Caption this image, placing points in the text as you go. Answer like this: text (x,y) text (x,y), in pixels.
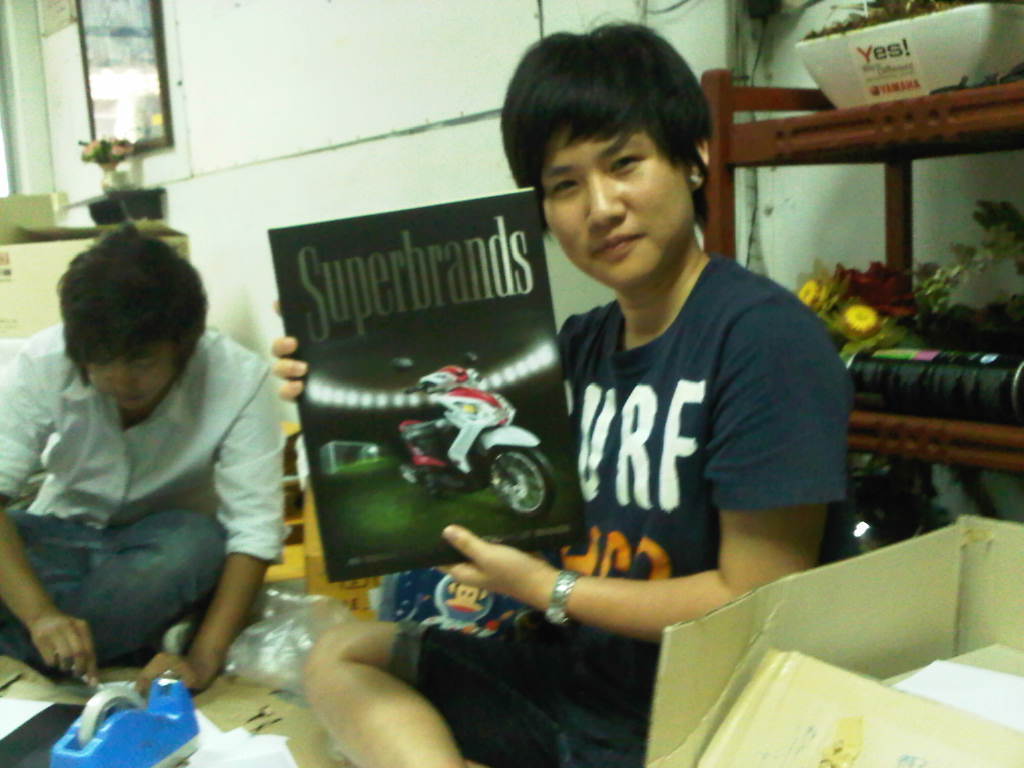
In this image I can see a person (633,230) sitting and holding a board (400,330) or a book (353,364). There is another person (92,609) sitting and holding some objects (111,735). There are cardboard boxes (890,672), flowers (855,321) and there is a mirror (163,141) attached to the wall (333,136). Also there are some other objects (903,418).
